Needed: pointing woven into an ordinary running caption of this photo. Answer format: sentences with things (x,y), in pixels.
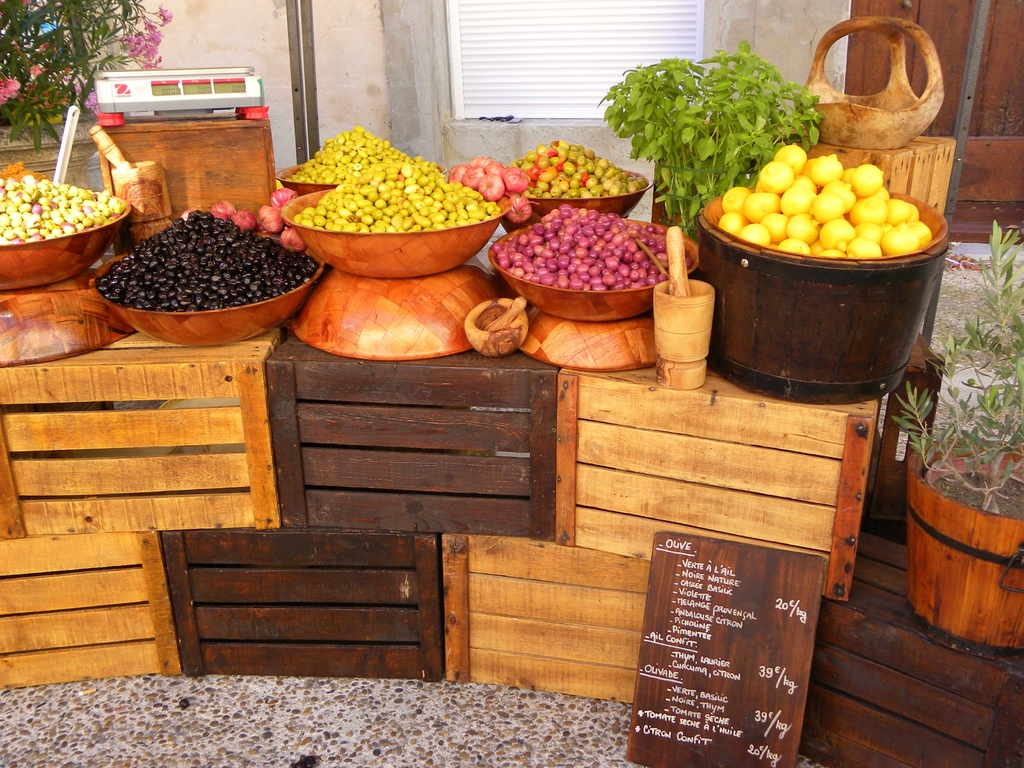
In this image, we can see some objects (885,242) kept in the containers (19,276), there are some wooden boxes (482,495), in the background (430,75) there is a window (464,56) and there is a wall (255,61).
